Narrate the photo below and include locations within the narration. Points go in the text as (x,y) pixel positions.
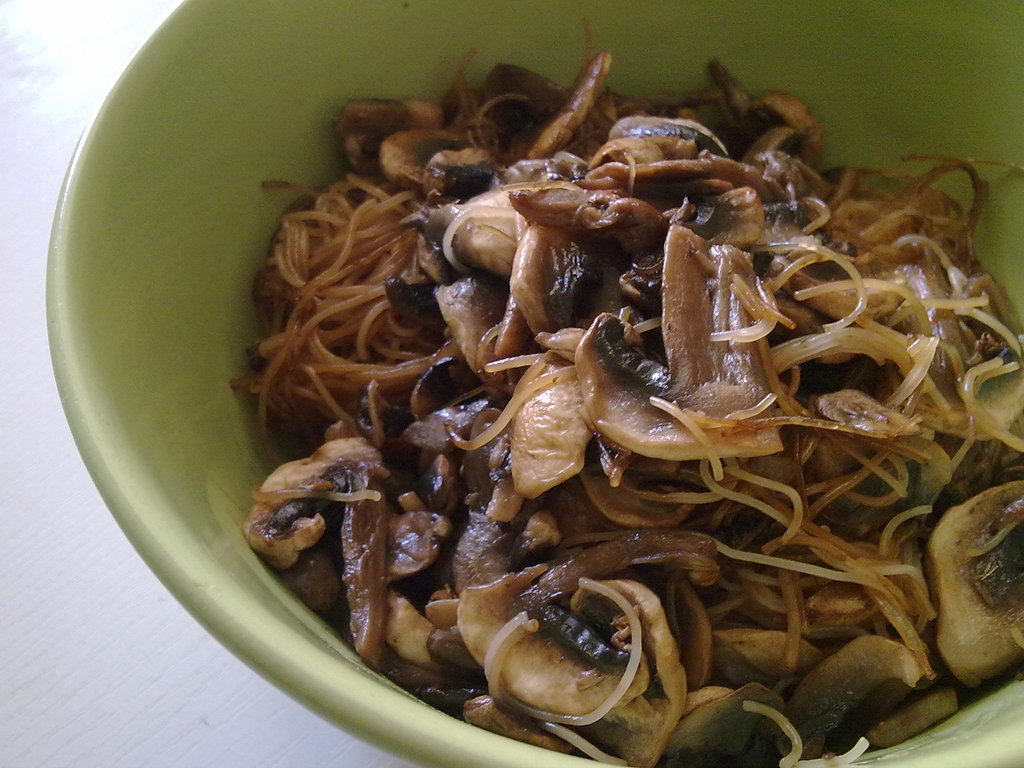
This is the picture of a bowl (225,236) in which there is some food item (505,475).
